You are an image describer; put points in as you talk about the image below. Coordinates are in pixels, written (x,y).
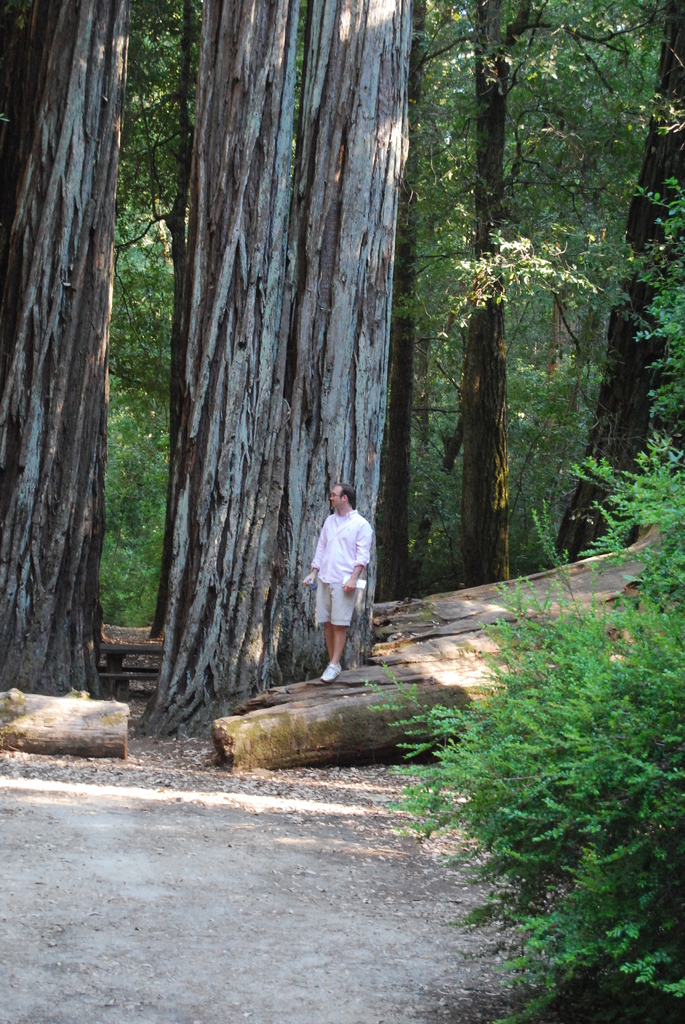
To the right corner of the image (635,658) there is a tree (683,754). And beside the tree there are wooden logs (376,646) on the ground (365,854). On the wooden log (275,717) there is a man (325,577) standing. Behind him to the right top corner (536,213) there are trees (580,501). And to the left side of the image (215,366) there are big tree trunks (326,451).
